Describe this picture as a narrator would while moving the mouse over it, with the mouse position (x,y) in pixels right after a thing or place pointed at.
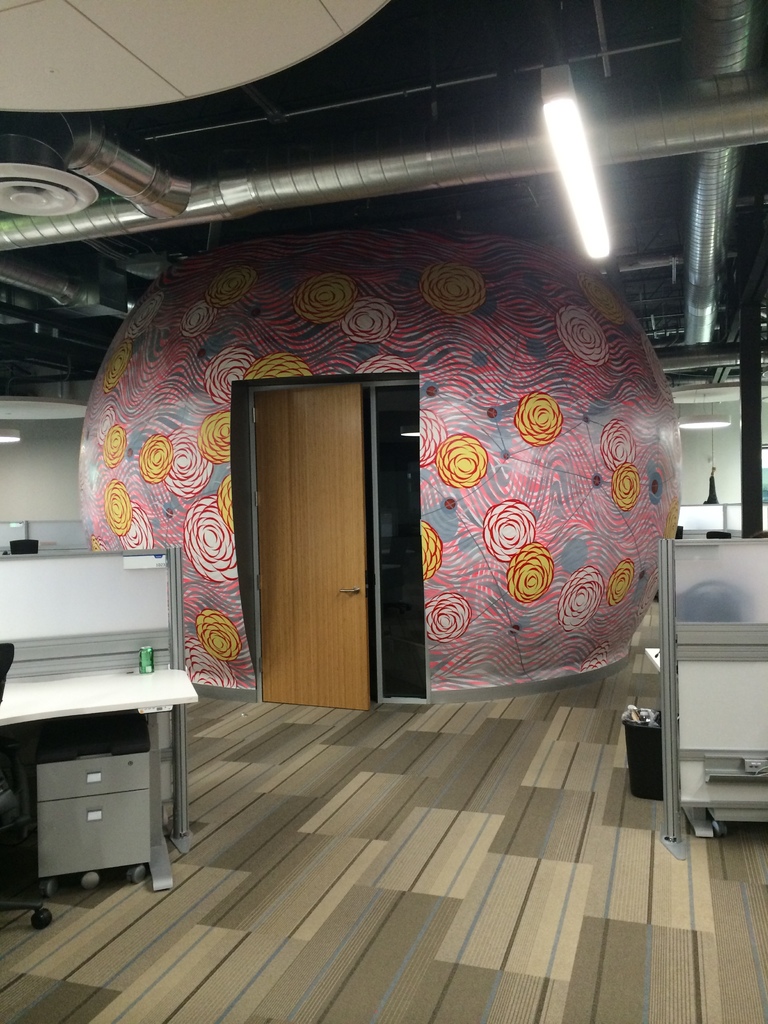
In the middle (413,479) there is a room (359,447) with attached door (336,577). In the top (589,181) there is a light (578,171). On the left (99,836) there is a drawer (104,829), table (138,683) and chair (6,659), On the table (134,695) there is a tin (149,662). I think this is an office (407,782).
